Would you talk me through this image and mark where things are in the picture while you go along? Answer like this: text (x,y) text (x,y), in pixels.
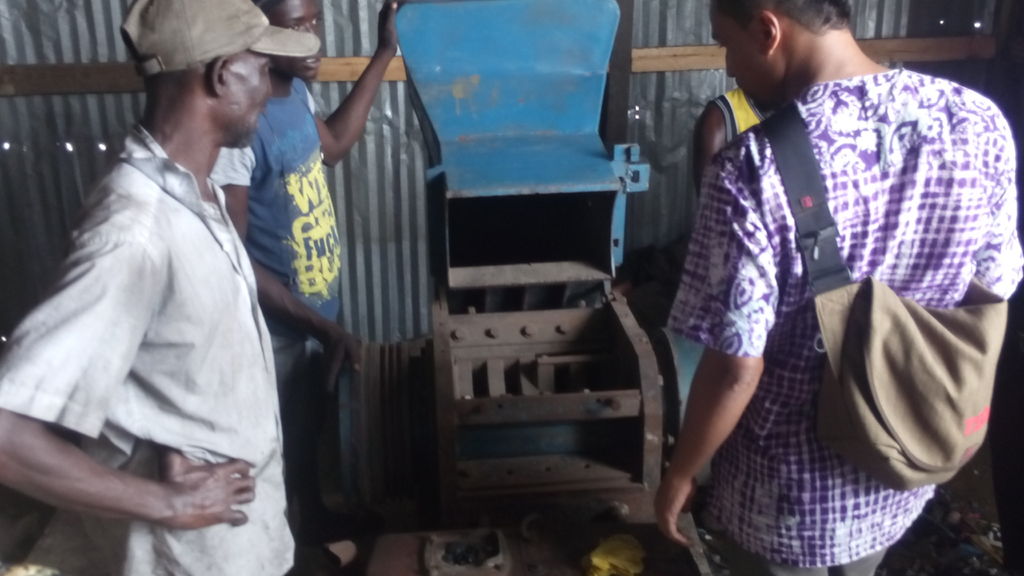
In this picture, we see four men (319,212) are standing. The man (773,393) on the right side (780,228) is wearing a bag (915,422). In front of them, we see a machinery (626,401). In the background (90,81), we see the iron sheet (639,41) and a wooden stick (954,39).
